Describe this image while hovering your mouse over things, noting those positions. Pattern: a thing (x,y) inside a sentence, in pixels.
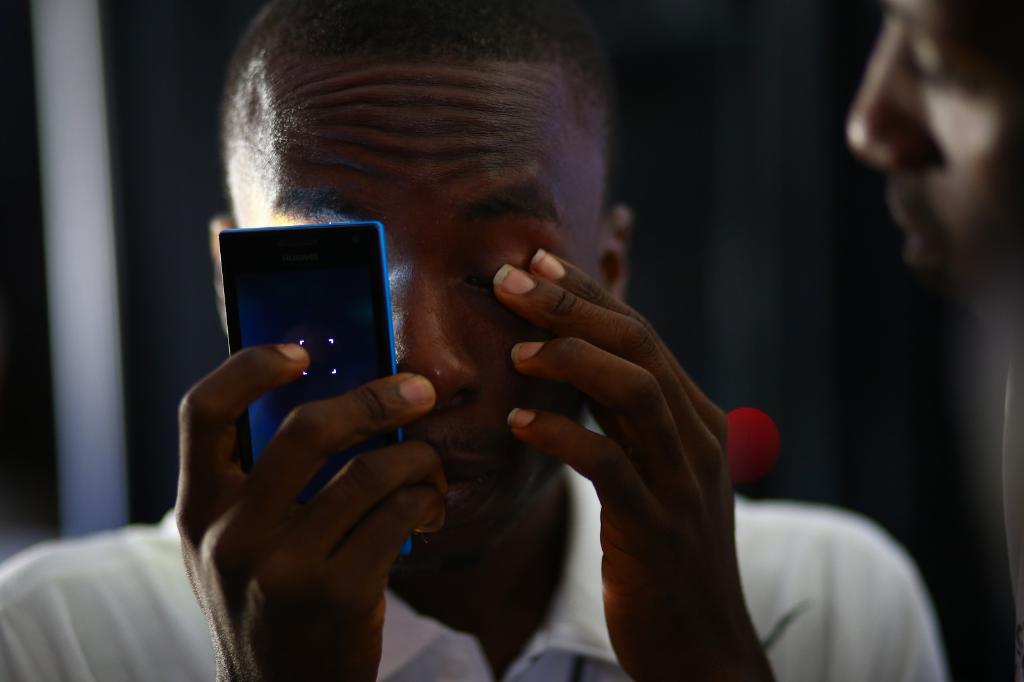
In this image there is a person (517,418) who is holding mobile phone (304,388) in his hand (281,467).
